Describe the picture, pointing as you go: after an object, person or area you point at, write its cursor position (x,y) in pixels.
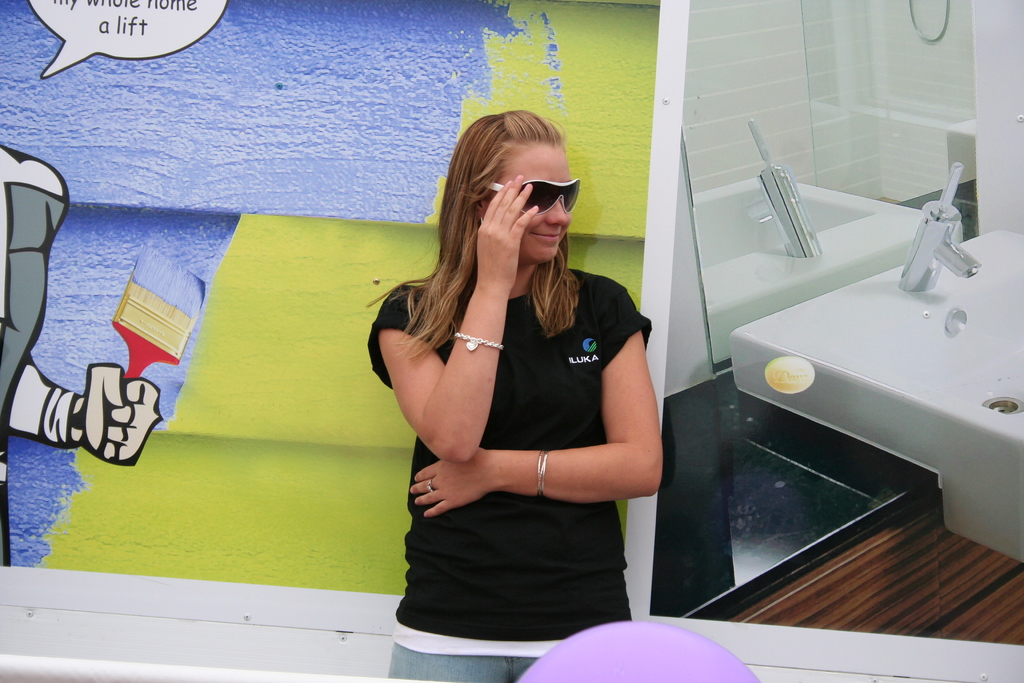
Here I can see a woman (485,348) wearing black color t-shirt (522,435) and standing. She is smiling by looking at the right side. At the bottom (607,645) there is an object (605,645) which seems to be a balloon (598,651). At the back of her there is a wall (279,377) on which I can see few paintings (204,192) of a person (127,405) who is holding brush (152,337). In the top left (122,10) there is some text (121,24). On the right side (850,438) it seems to be an image (718,569). Here I can see table sink (945,450) on which there is a tap (932,246), behind there is a mirror (855,108).
